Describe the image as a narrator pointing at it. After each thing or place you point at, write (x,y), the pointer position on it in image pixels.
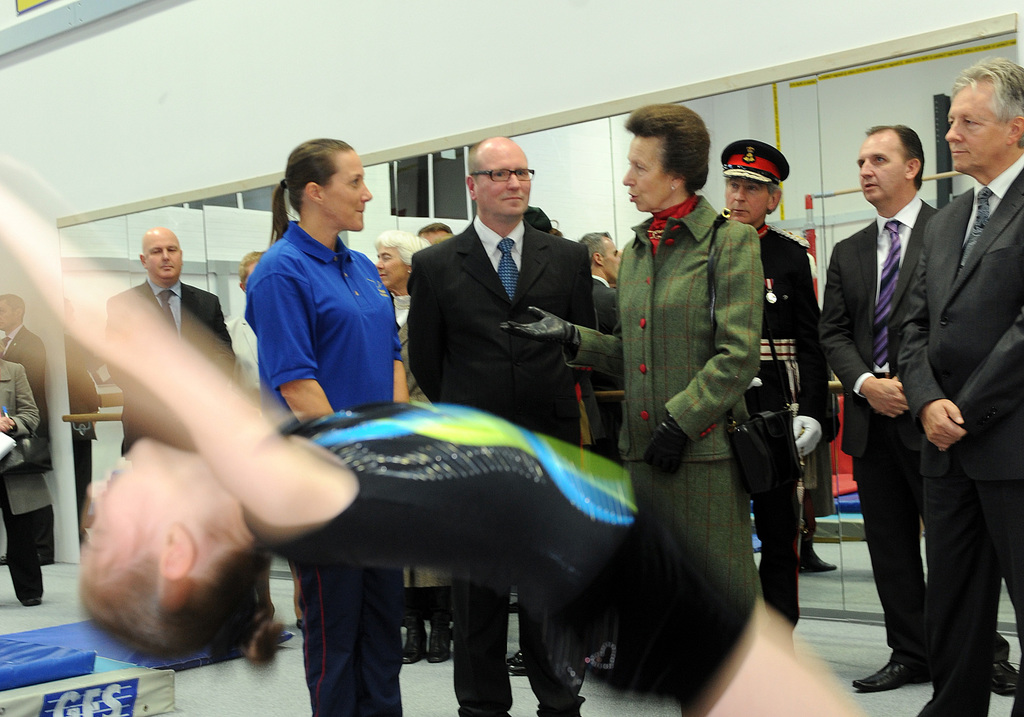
At the bottom of the image (474,575) a woman (329,471) is doing something. In the middle of the image (649,448) few people (336,239) are standing. Behind them there is wall (615,30).
